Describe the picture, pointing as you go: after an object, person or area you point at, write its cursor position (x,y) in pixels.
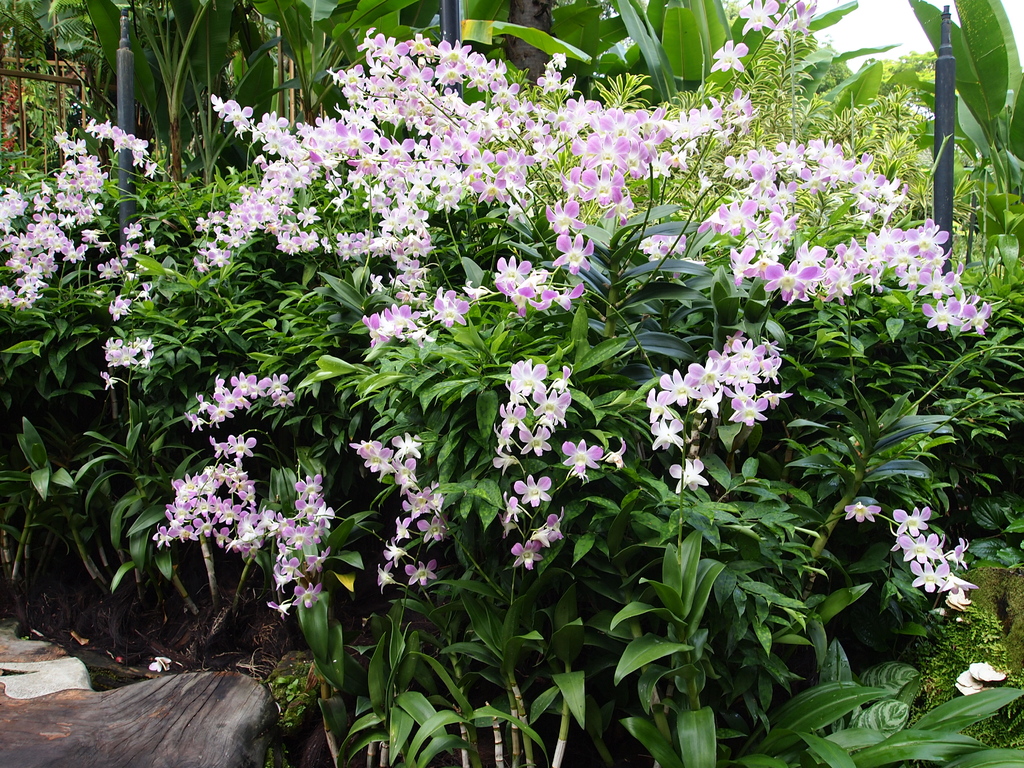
In this image there are flowers (526,283) and plants (346,280). In the background of the image (616,75) there are trees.
